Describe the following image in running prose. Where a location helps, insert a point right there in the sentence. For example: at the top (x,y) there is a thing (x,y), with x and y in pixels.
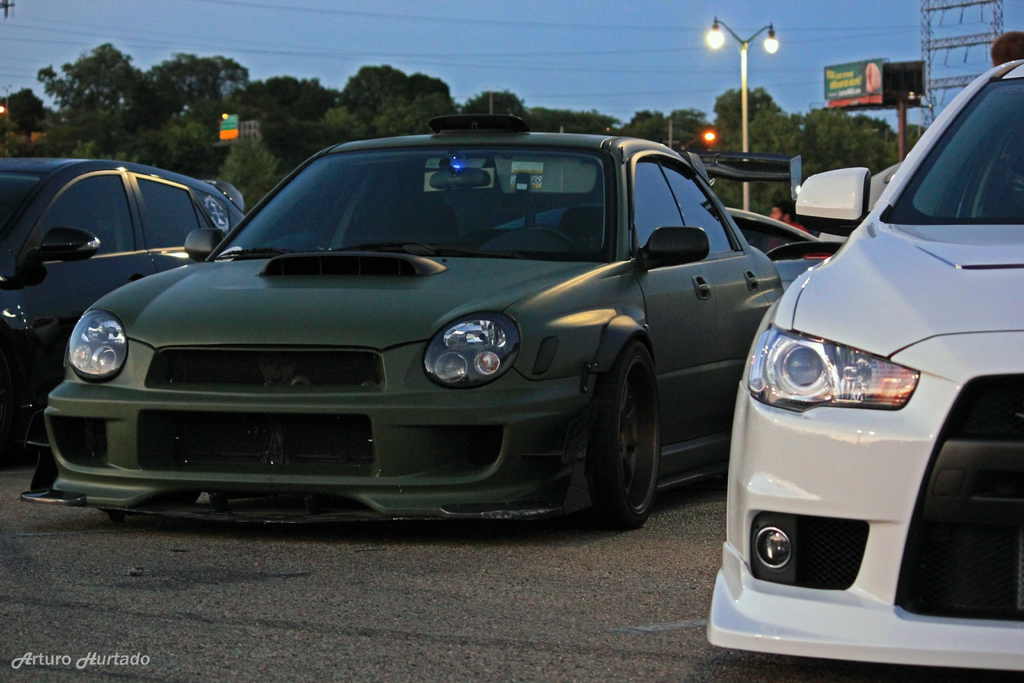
Here in this picture we can see number of cars (671,393) present on the road (5,501) over there and we can see light posts (709,134) here and there and we can see trees (180,153) present all over there and we can see hoardings (833,108) present over there.
